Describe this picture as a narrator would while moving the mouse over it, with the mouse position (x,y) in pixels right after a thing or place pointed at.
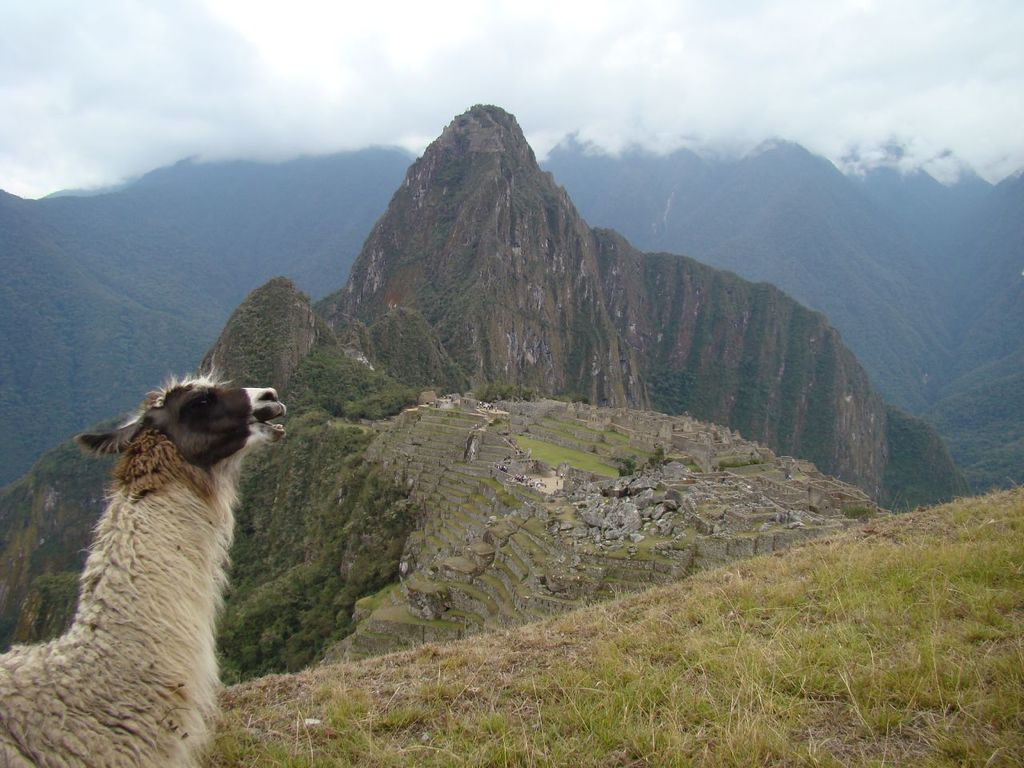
In this image I can see a llama (159,563) on the left (83,748). There is grass (822,701) in the center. There are mountains (631,288) at the back (779,329) and sky (662,111) at the top (468,88).
